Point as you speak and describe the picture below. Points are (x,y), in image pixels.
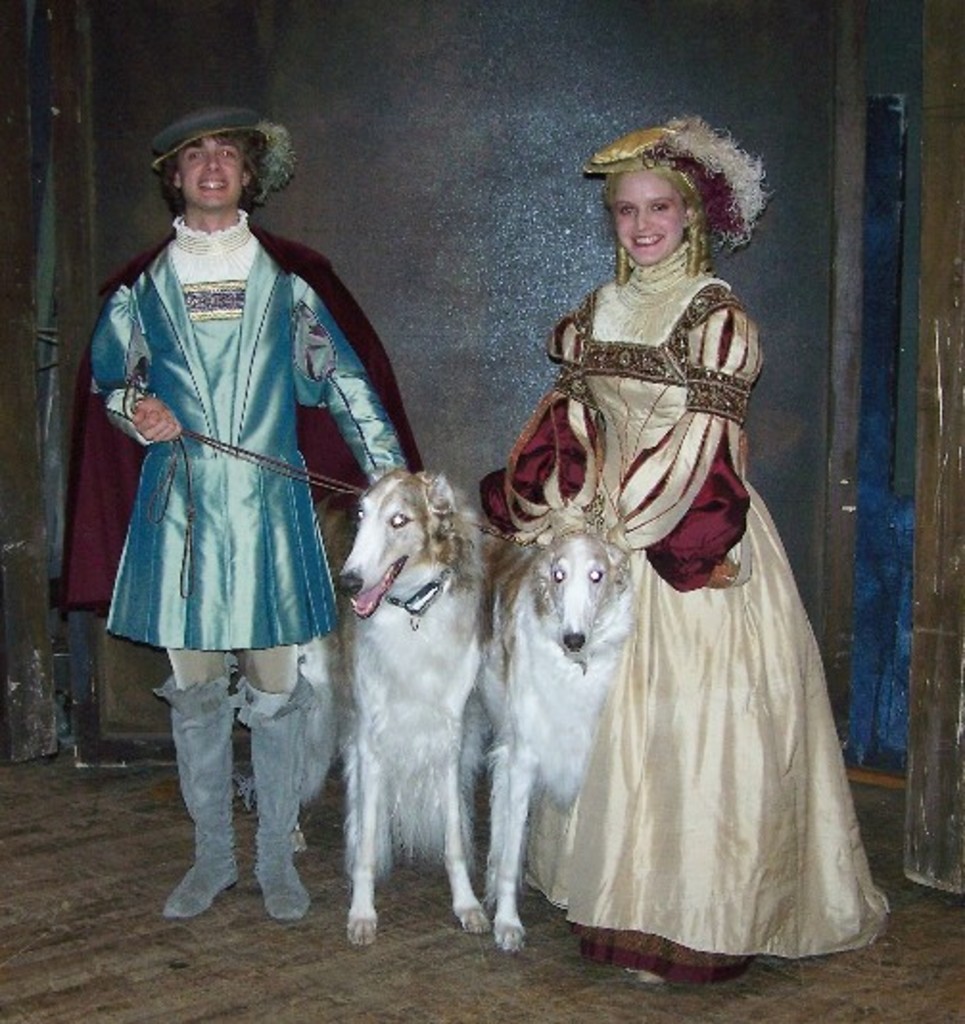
In this image I can see a man (252,259) and a woman (697,282) are wearing costumes (115,591). I can also see two animals (591,582).
